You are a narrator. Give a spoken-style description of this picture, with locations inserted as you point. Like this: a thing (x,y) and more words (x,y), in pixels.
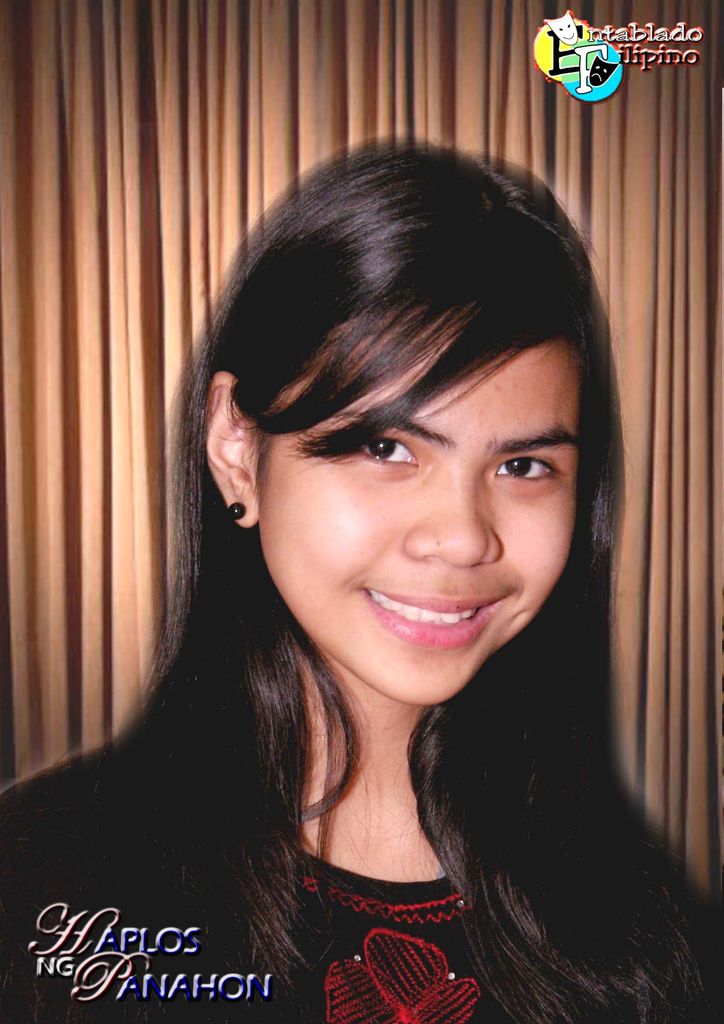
In this picture there is a girl (259,473) wearing black t-shirt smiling and giving a pose into the camera. In the background (413,45) we can see brown curtain (279,95) and some water marks (546,35) on the image.
